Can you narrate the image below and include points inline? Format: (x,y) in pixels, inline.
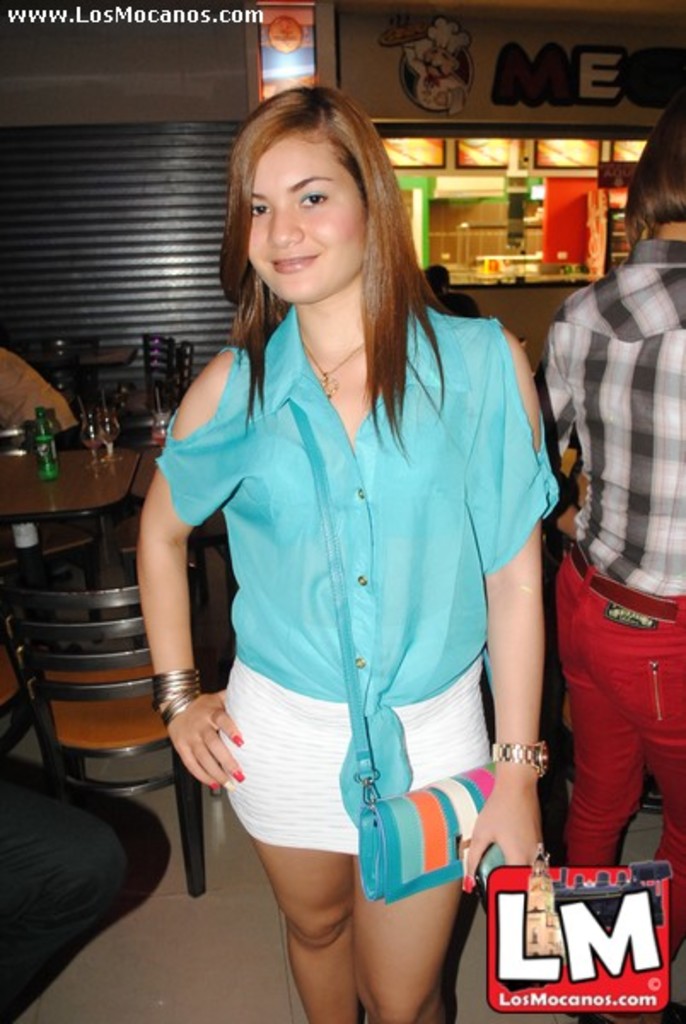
In the center (391,497) we can see one woman (365,463) standing and she is holding handbag (369,812). In the background (95,178) there is a wall (20,112), table (101,511), chairs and few persons (575,497).
